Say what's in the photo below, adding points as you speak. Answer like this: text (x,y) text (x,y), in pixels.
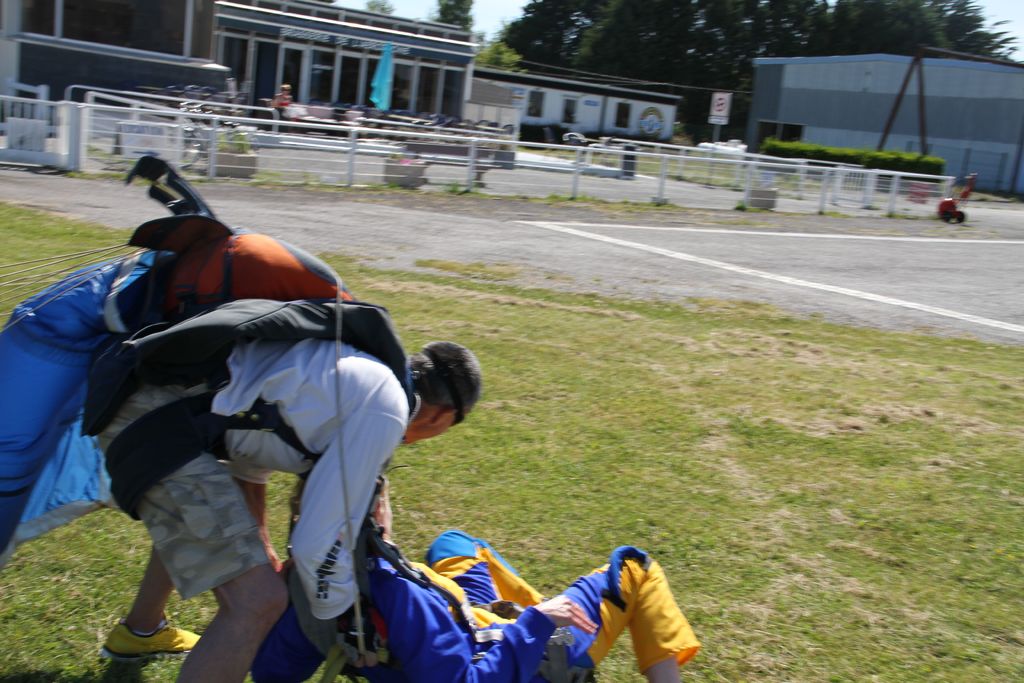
In this picture we can see a man (415,394) wearing a bag (177,418) and holding a person (488,660). This person (668,634) is on the grass (748,602). We can see some fencing (479,143). There is a signboard (721,114) on the pole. We can see a few buildings (568,85) and trees (747,87) in the background (984,98).
